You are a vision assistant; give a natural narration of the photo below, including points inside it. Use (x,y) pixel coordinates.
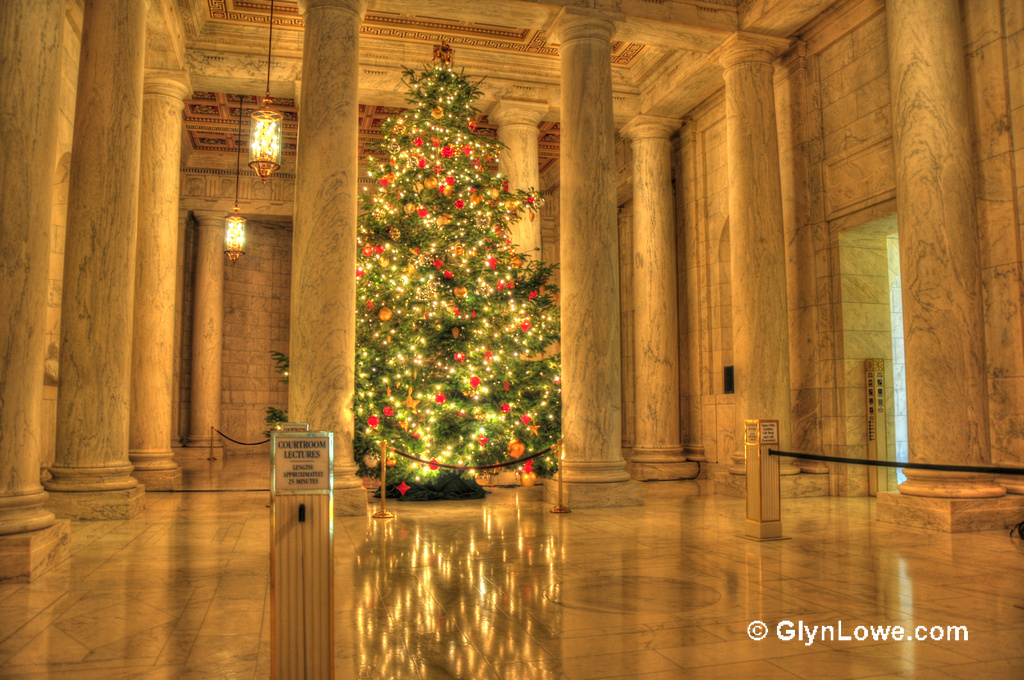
In this image, we can see the inside view of the building (270,255). Here we can see pillars (2,284), walls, lights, Christmas tree (425,253) with decorative objects (434,469) and lights (431,418). Here we can see ropes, stands (302,473) and floor (705,502). Right side (930,633) bottom, we can see a watermark (818,632) in the image.
